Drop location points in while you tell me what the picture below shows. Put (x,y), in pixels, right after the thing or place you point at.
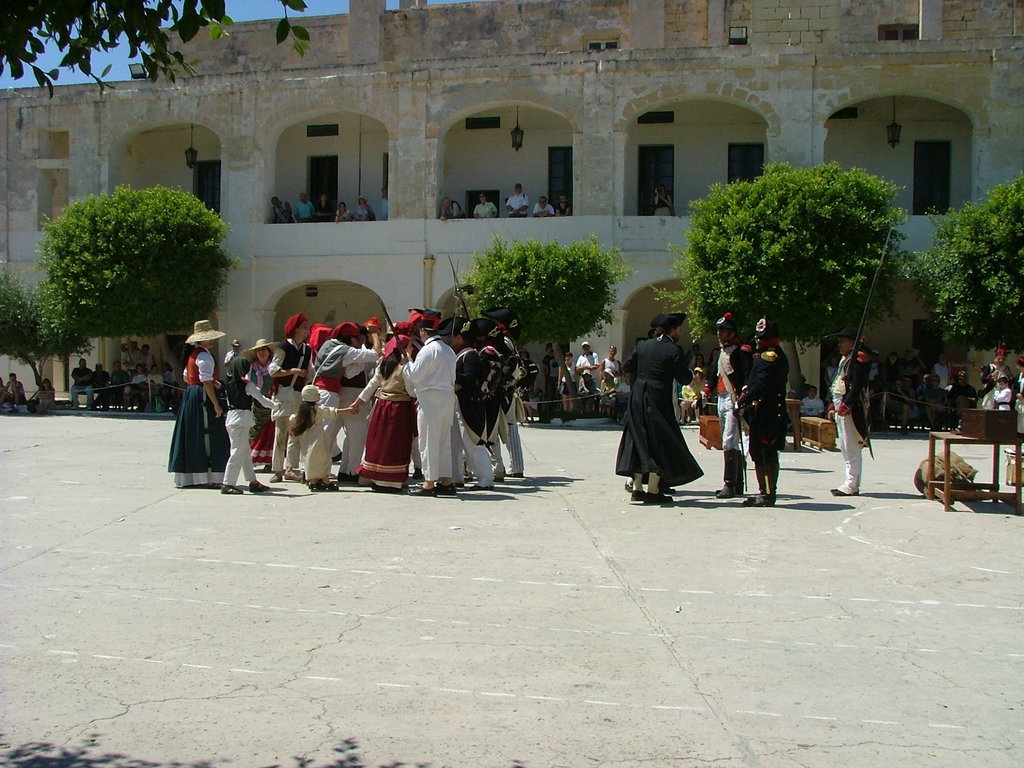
In this image we can see a few people (327,443), some of them are playing a play in the middle (350,376), there are tables (974,496) and some other objects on the ground (939,507), we can see trees (153,69), building (305,94), lights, also we can see the sky (248,9).
